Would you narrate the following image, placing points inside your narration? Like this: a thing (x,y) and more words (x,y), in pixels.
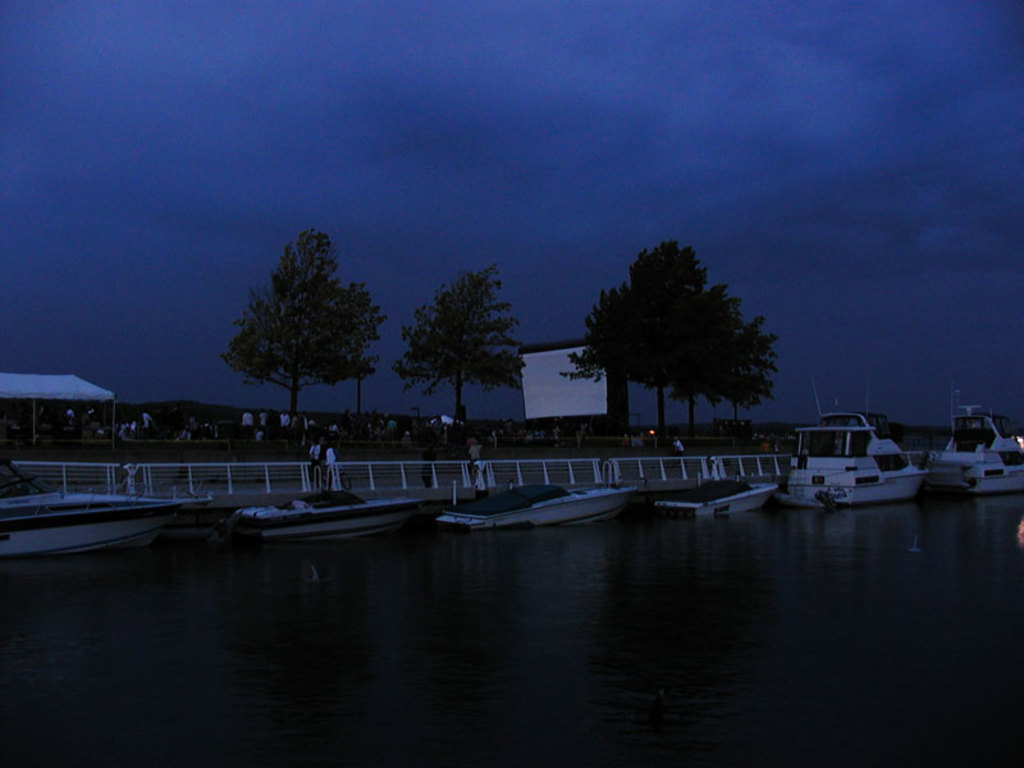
In the center of the image (576,334) we can see the sky (492,231), trees (716,312), boats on the water (539,763), fences (419,463), one tent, few people (298,418) and a few other objects (541,395).
